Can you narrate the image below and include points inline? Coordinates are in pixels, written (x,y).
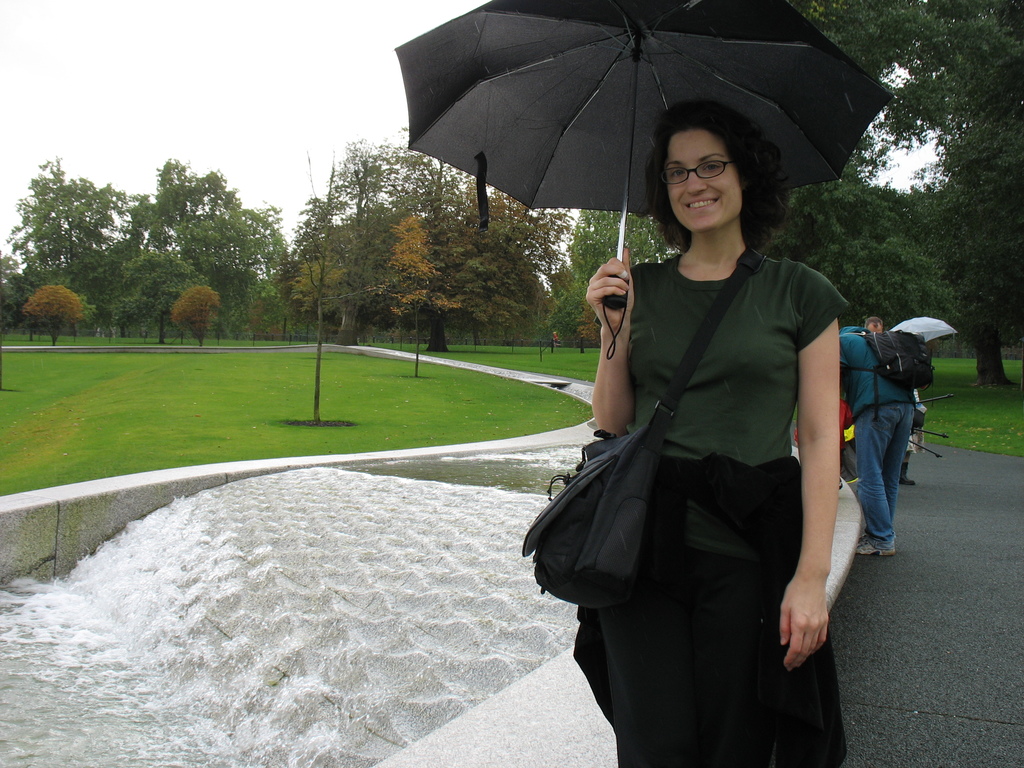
In this image I can see a woman (679,421) standing and wearing bag (630,446) and holding a black umbrella (717,62). Back I can see few people (893,428), water (231,596) and trees (873,150). The sky (171,143) is in white color.
